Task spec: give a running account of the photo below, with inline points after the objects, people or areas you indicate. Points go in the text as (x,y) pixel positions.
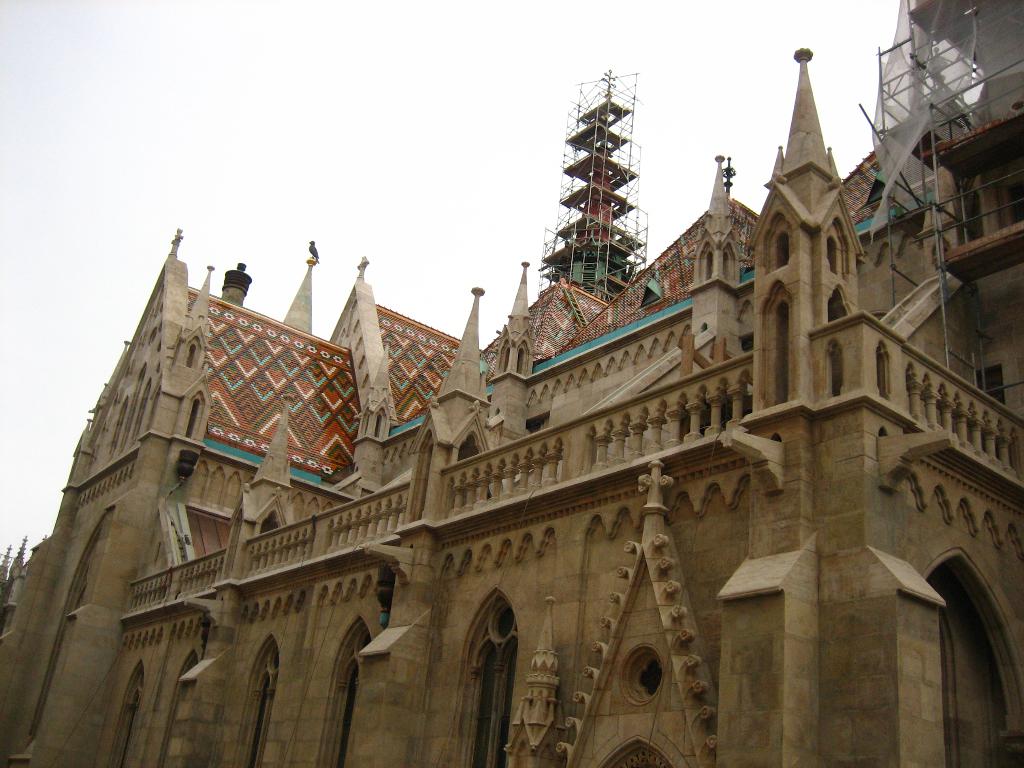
In this picture there is a building (735,304) and church (508,565). At the top (658,249) we can see sky (471,156) and clouds (478,110). At the bottom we can see the door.
